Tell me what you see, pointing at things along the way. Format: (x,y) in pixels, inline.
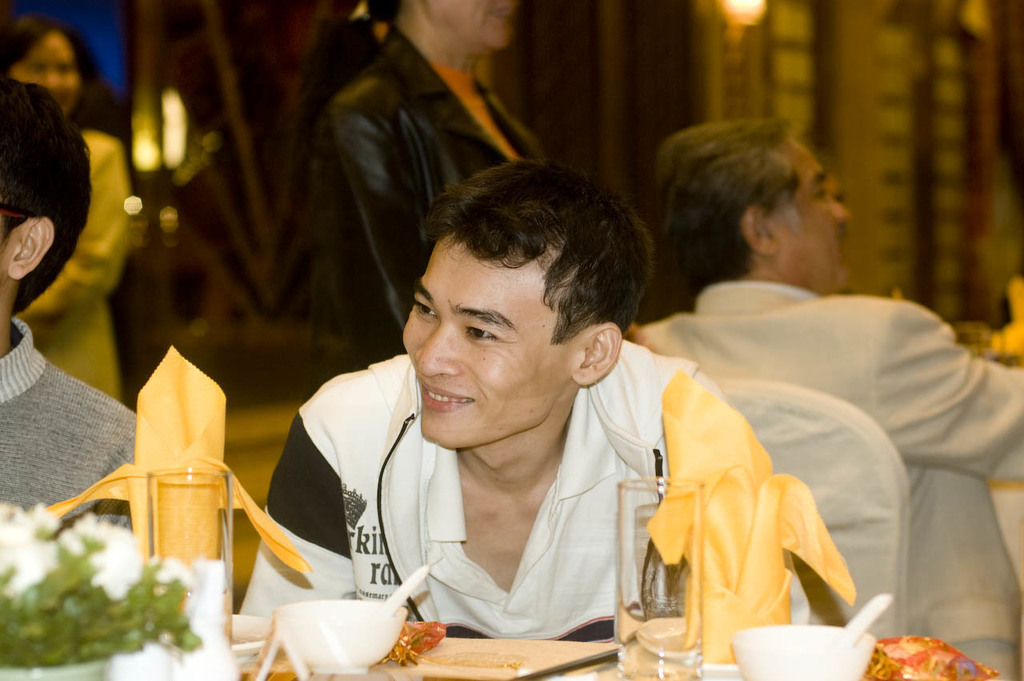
In this I can see three people (500,277) sitting and two people (336,123) standing and the person (448,325) sitting in the center of the image (619,292) is having a food bowl (348,628) and glasses (662,602) and some other objects (74,625) on the table (507,652) in front of him.
